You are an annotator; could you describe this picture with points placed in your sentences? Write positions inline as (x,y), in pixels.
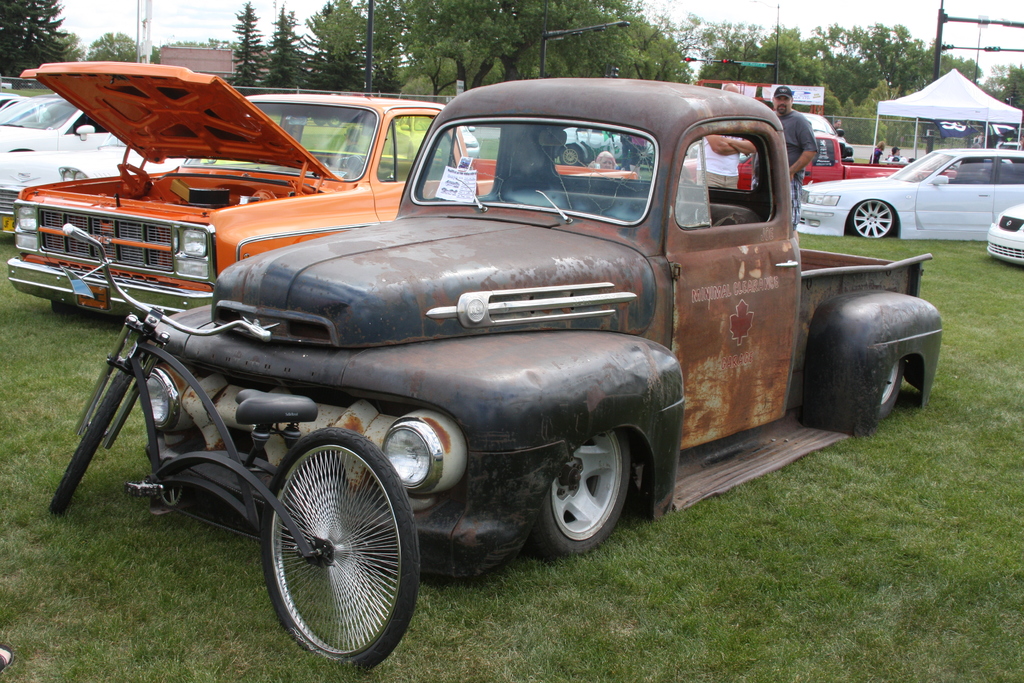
In this image we can see a few vehicles (481,269) on the ground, there are some trees (499,38), people (811,159), poles (545,54), grass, fence (856,143) and a tent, in the background (926,10) we can see a building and the sky (313,15).
